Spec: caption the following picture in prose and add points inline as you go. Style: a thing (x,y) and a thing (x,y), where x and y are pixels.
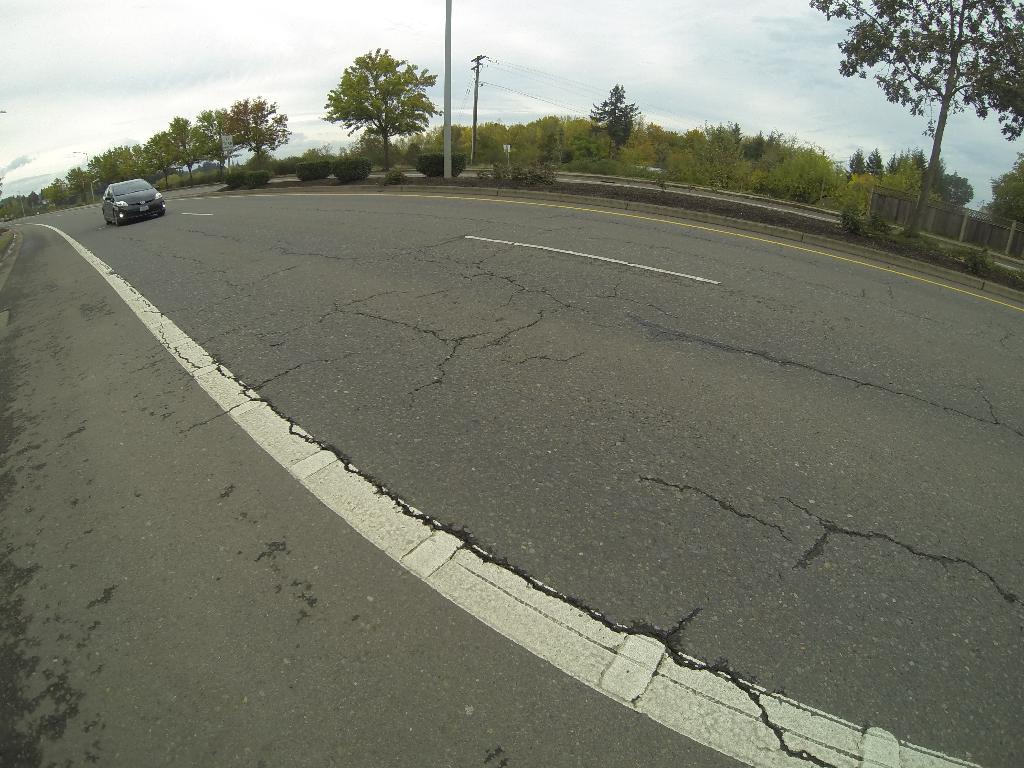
In this image I can see the road (517,448) and I can see few cracks (764,721) and a car (147,198) which is black in color on the road (165,225). In the background (917,153) I can see few trees (115,159), few poles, the railing (885,196) and the sky (628,61).
